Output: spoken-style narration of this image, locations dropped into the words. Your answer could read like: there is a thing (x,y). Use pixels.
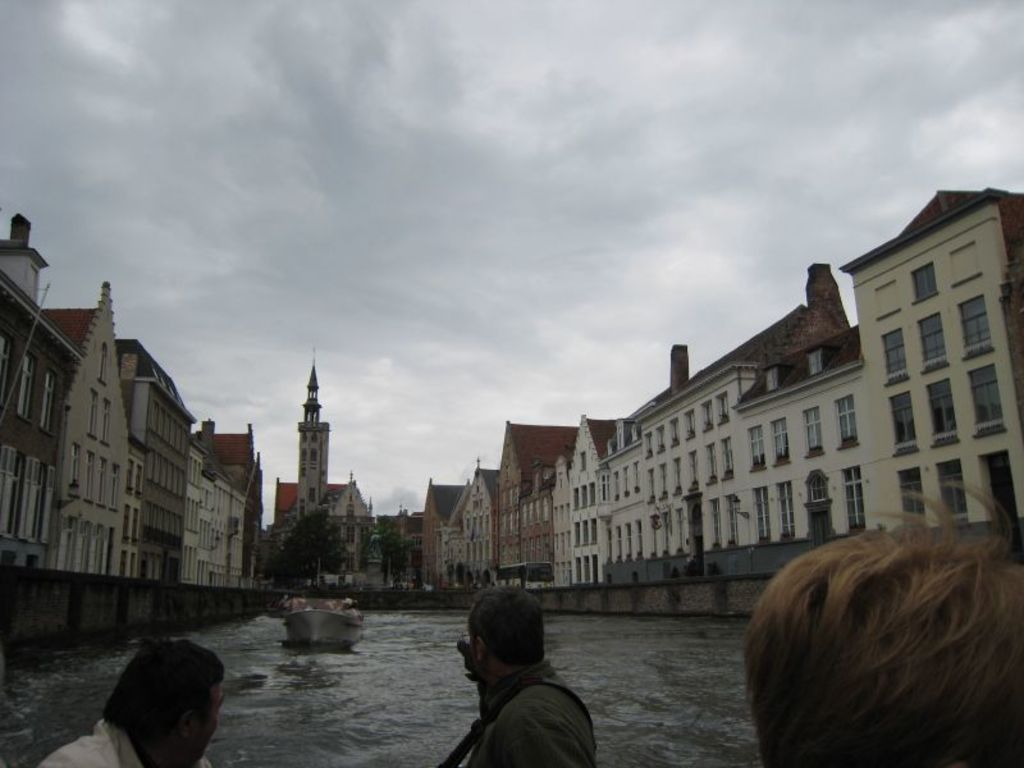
In this image we can see a boat (336,637) on the surface of water (377,687). In the background (11,517), we can see buildings (573,480), trees (403,554) and a bus (507,575). At the top of the image (480,90), we can see the sky (583,186) with clouds (445,242). At the bottom of the image (512,722), we can see three people (517,742).
